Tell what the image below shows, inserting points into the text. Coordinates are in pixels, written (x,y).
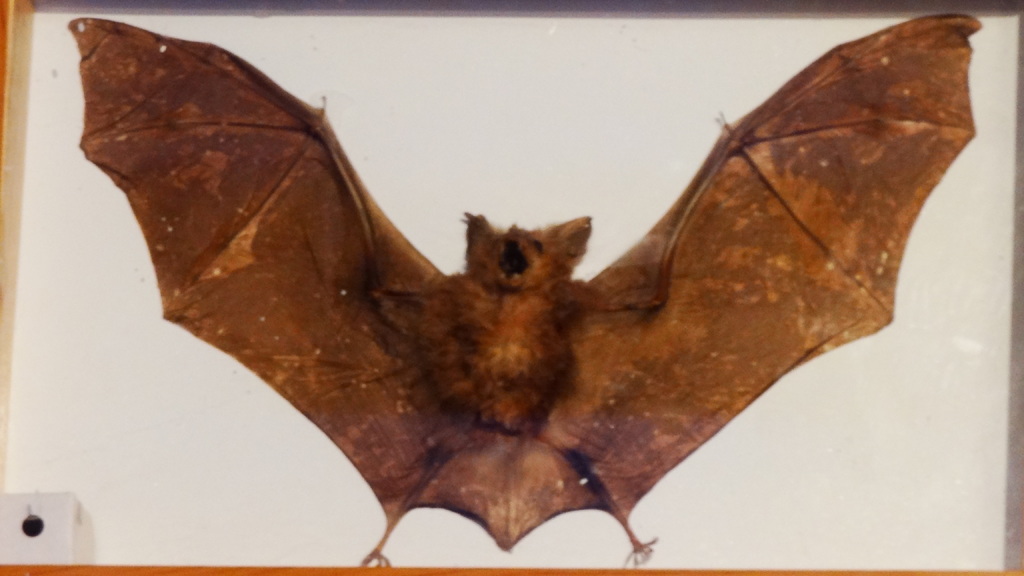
In the center of the image (551,327) we can see a bat (534,358).
